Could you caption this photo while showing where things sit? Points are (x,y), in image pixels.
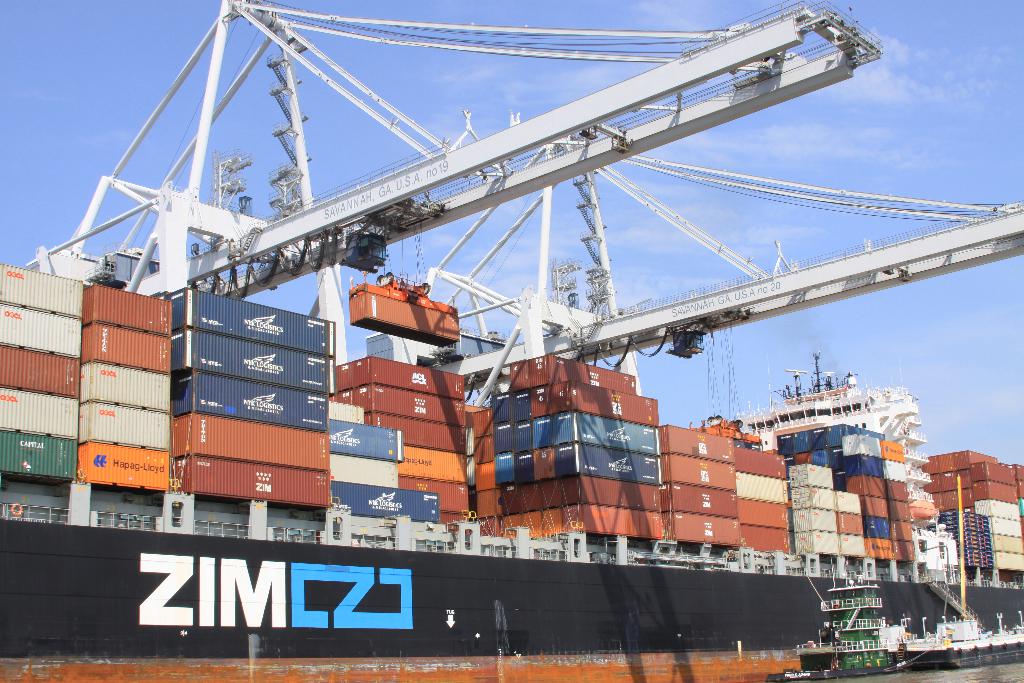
In this image I can see the ships (611,628) and boats (907,669) on the water (938,673). I can see many containers (638,507), cranes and the boat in the ship (441,546). In the background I can see the clouds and the sky (744,334).
